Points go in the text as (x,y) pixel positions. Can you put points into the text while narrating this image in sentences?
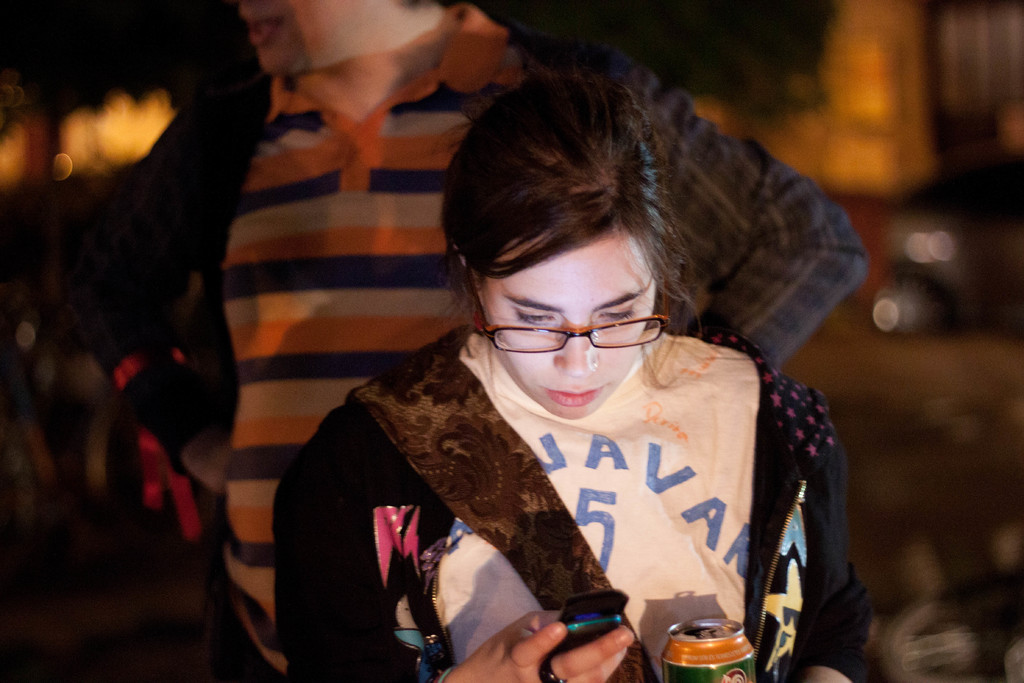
In this image I can see a beautiful woman (540,526) is holding the mobile phone (603,621) and looking into that. She wore t-shirt (639,492), spectacles (644,338) behind her there is a man (255,238). He wore coat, t-shirt (335,187).
